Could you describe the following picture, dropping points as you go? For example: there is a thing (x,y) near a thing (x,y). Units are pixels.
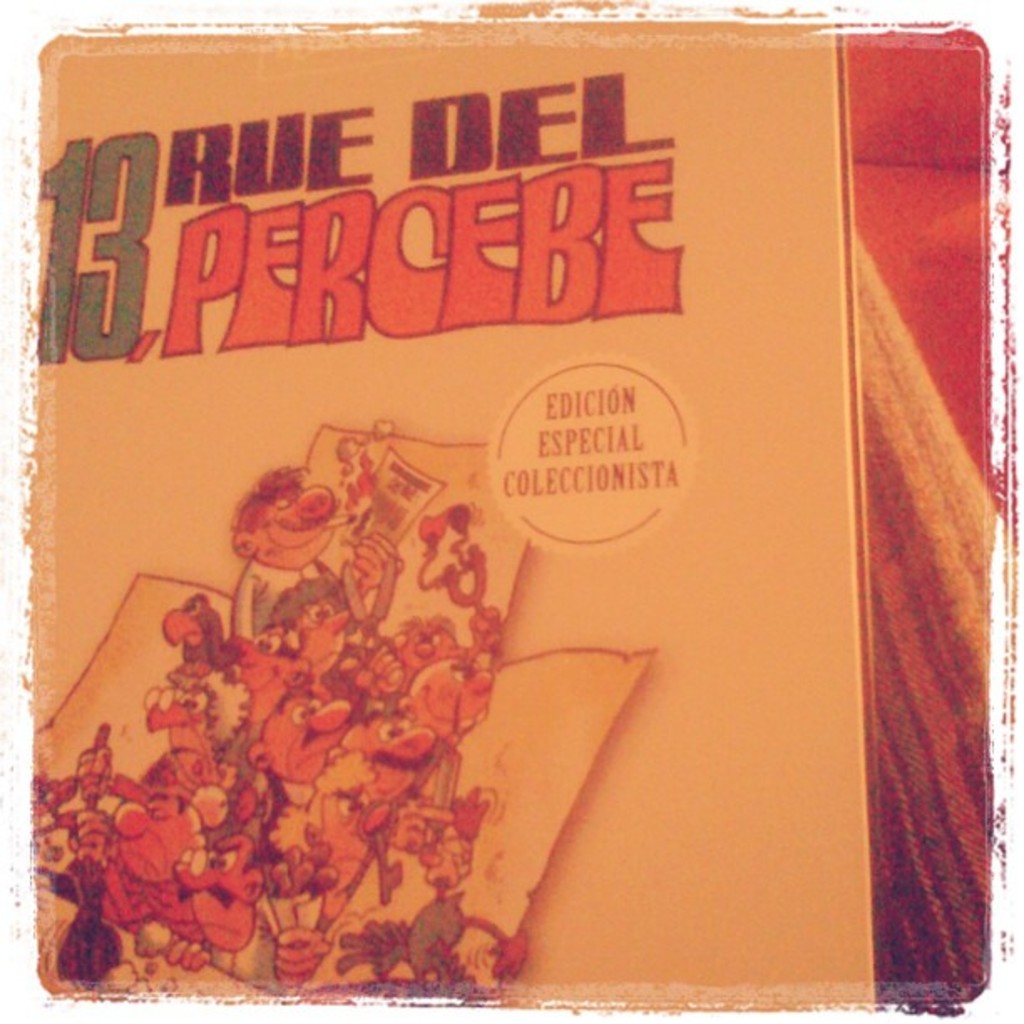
In the picture we can see some painting (262,843) with a name 13 percebe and some cartoon pictures (255,749) on it.
